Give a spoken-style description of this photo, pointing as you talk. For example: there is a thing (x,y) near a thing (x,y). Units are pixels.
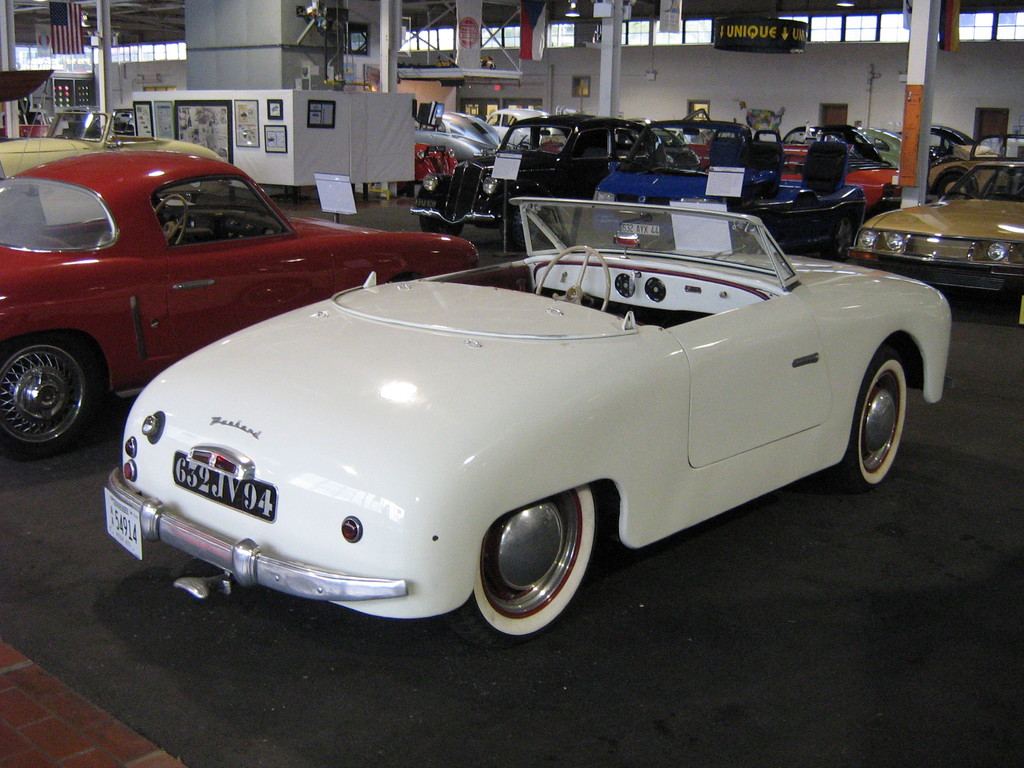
There are vehicles (216,338) in different colors on the floor (145,649) of a hall (140,635). In the background (918,79), there are pillars (104,82), there is a generator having meters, there are glass windows (1008,29) and there is white wall (661,87).
